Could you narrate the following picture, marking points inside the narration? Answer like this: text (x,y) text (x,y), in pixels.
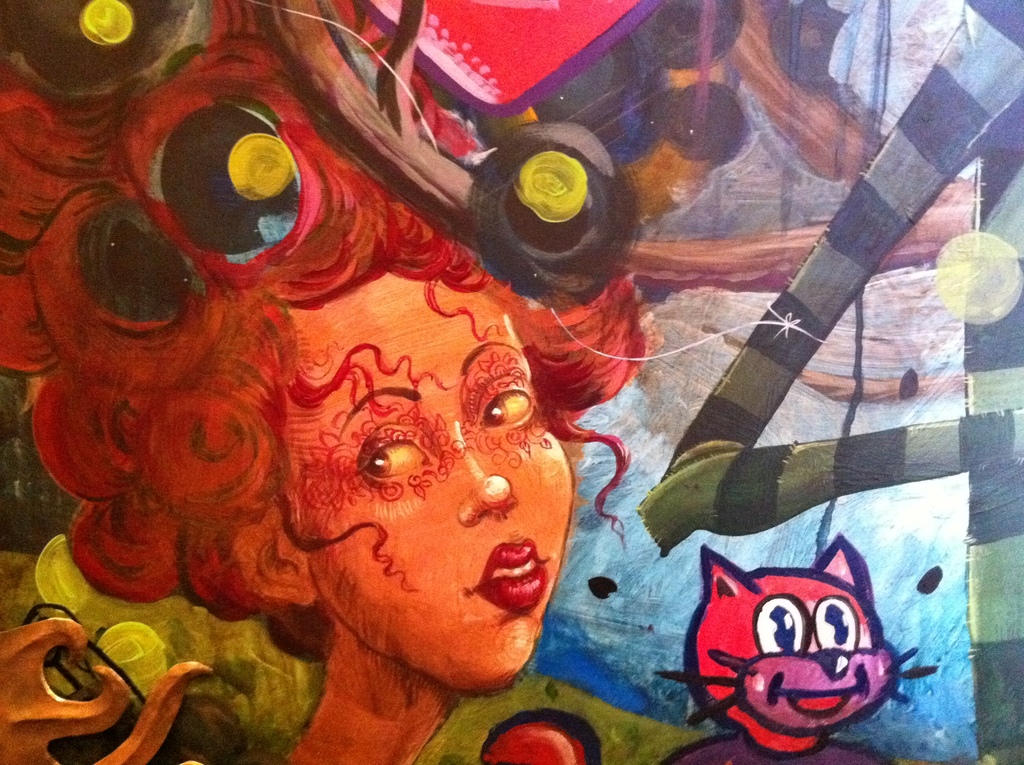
In this image I can see the painting (228,261) of the person (300,395) and toy (790,655). The painting (551,601) is colorful.
